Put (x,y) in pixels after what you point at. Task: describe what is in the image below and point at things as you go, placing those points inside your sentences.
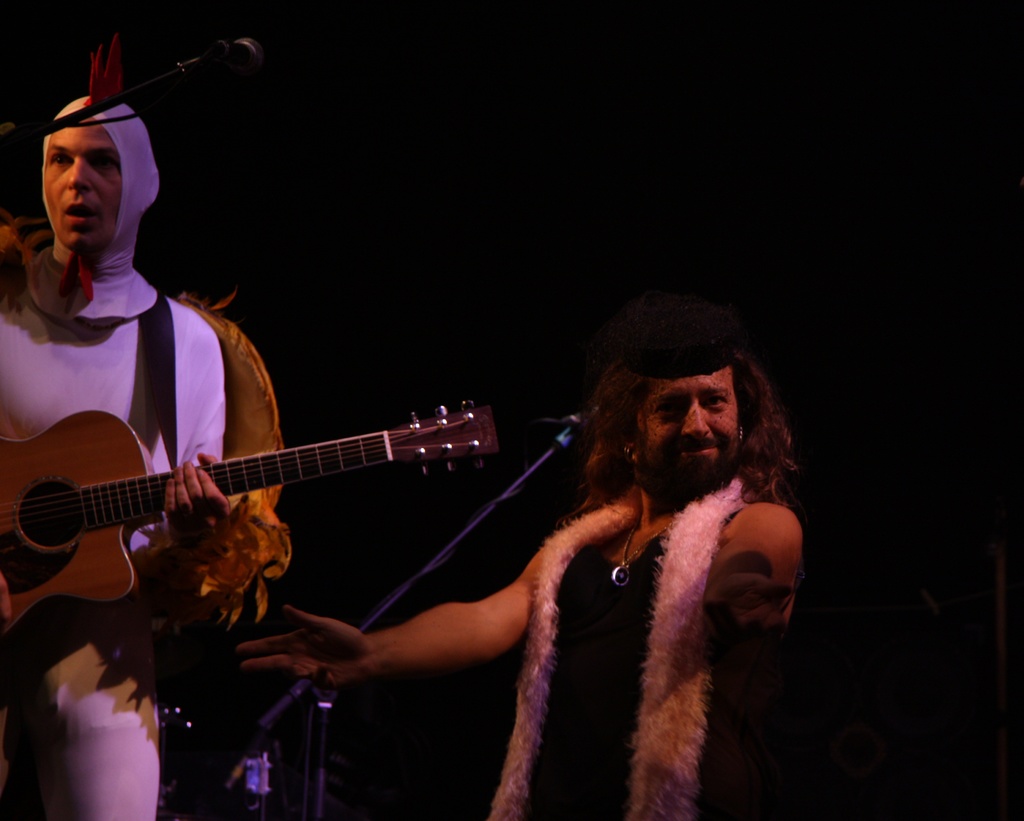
In this image, there are two persons (218,339) standing and wearing clothes (610,597). The person (71,184) who is standing on the left side of the image (134,358) playing a guitar (86,578). The person (588,521) who is standing on the right side of the image (721,503) wearing a cap (666,330) on his head (667,412). There is a mic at the top of this image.
